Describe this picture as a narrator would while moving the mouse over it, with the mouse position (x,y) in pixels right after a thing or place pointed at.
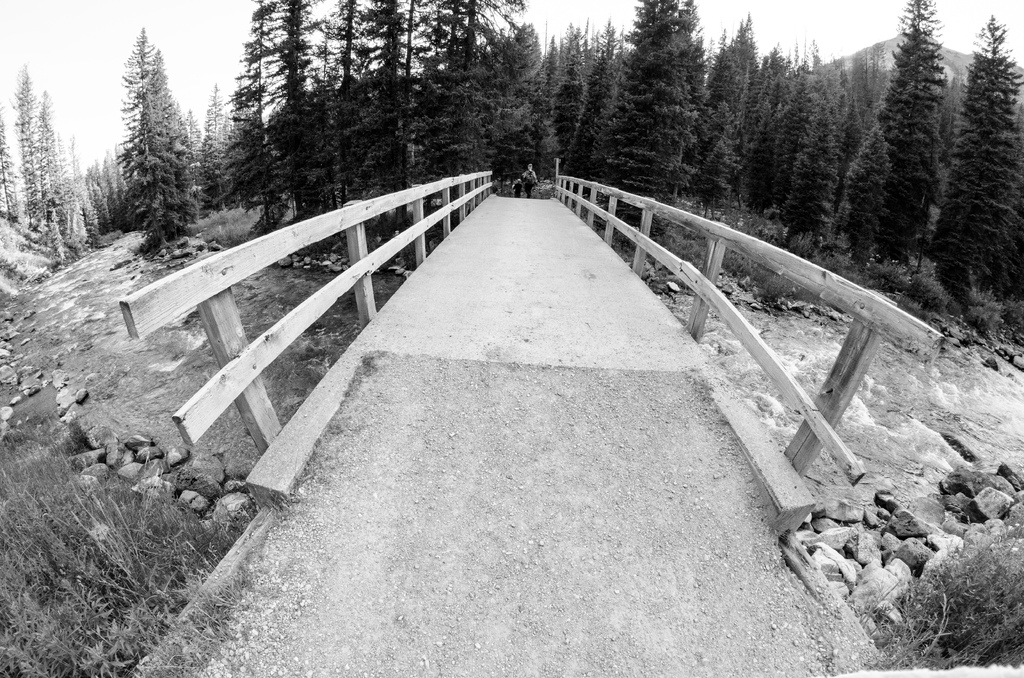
In the picture I can see the water stream (963,438), bridge (735,417), some rocks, trees (820,163) and two people (531,172) are walking.
